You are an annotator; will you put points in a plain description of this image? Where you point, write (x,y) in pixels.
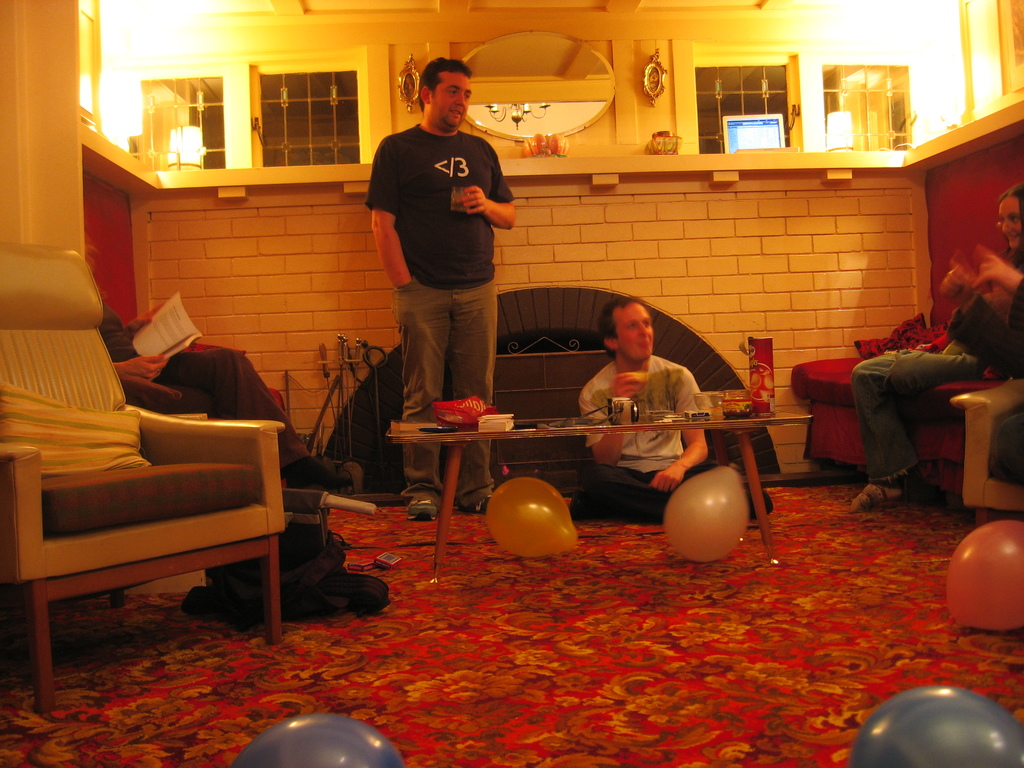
In this image there are four people (455,253) In the middle (452,285) there is a man (455,253) he is standing wear t shirt (439,233), trouser (474,350) and shoes (433,506). On the right (952,341) there is a woman (971,319) she is smiling. On the left (97,457) there is a man (146,372), chair (143,484), pillar (53,94) and window (273,96). At the bottom (467,663) there are balloons (968,571) and mat (527,669).
